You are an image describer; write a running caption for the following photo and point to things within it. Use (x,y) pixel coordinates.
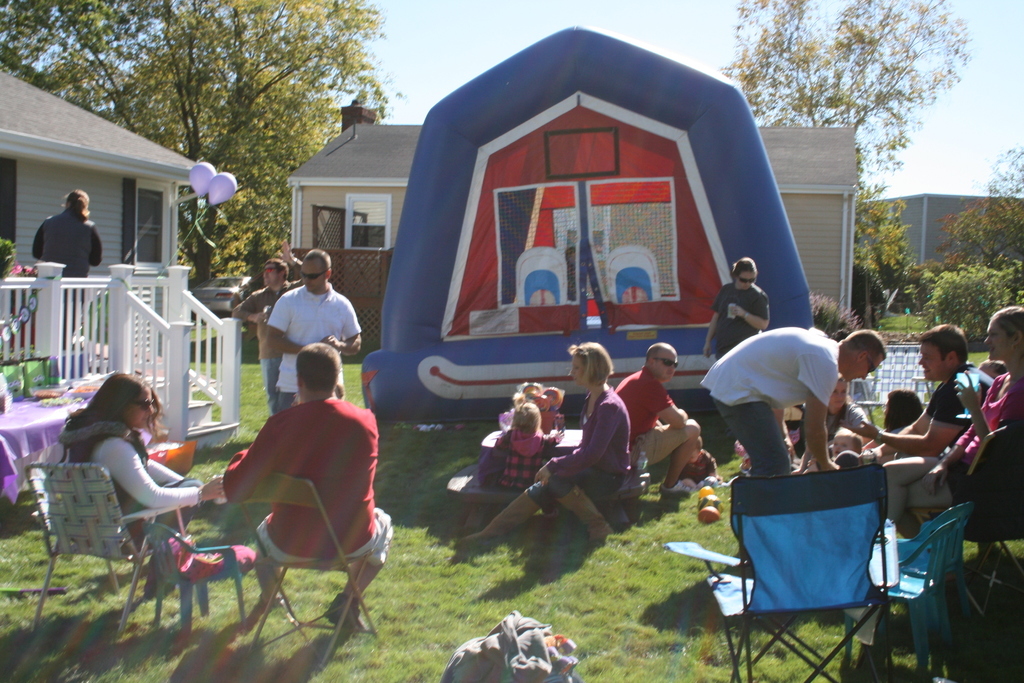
In the image we can see there are people (618,451) who are sitting on ground (630,569) and the ground (444,558) is covered with grass (217,589) and few people (201,482) are sitting on chair (285,484) and others are standing and there are houses (106,194) and there is big inflatable bounce house (563,274) in the between and there are trees (782,103) in the area (349,154).
